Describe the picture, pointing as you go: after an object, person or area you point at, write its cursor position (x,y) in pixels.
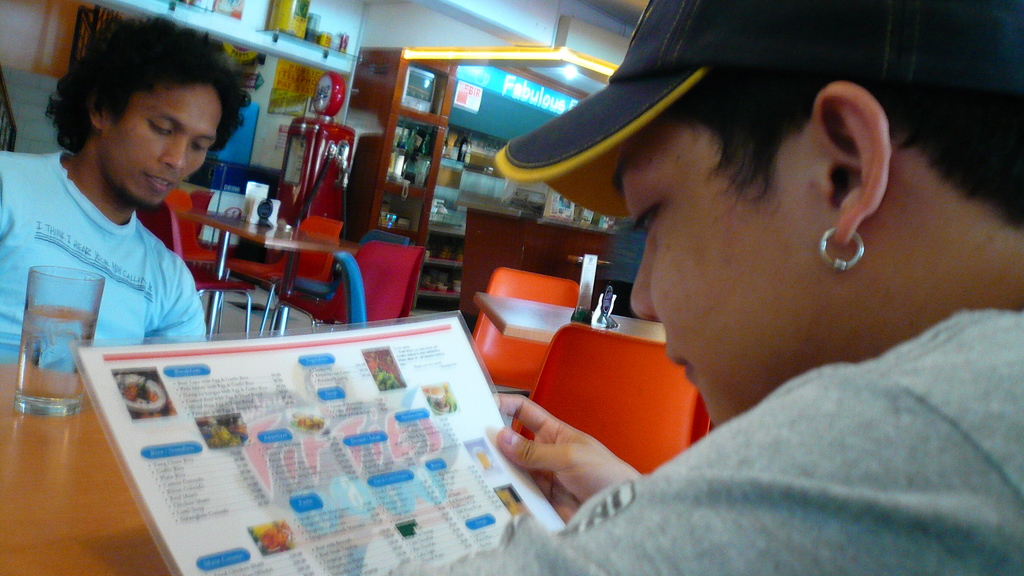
In this picture we can observe two persons (148,234) sitting in front of each other in the chairs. There is a brown color table (50,455) in between them. We can observe a glass (40,360) on the table (35,477). There is a menu card (266,507) in one of the person's hand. In the background (392,264) there are some empty chairs (362,265). We can observe a wall (337,24) which is in white color in the background (364,26). There is a brown color desk (496,232).
